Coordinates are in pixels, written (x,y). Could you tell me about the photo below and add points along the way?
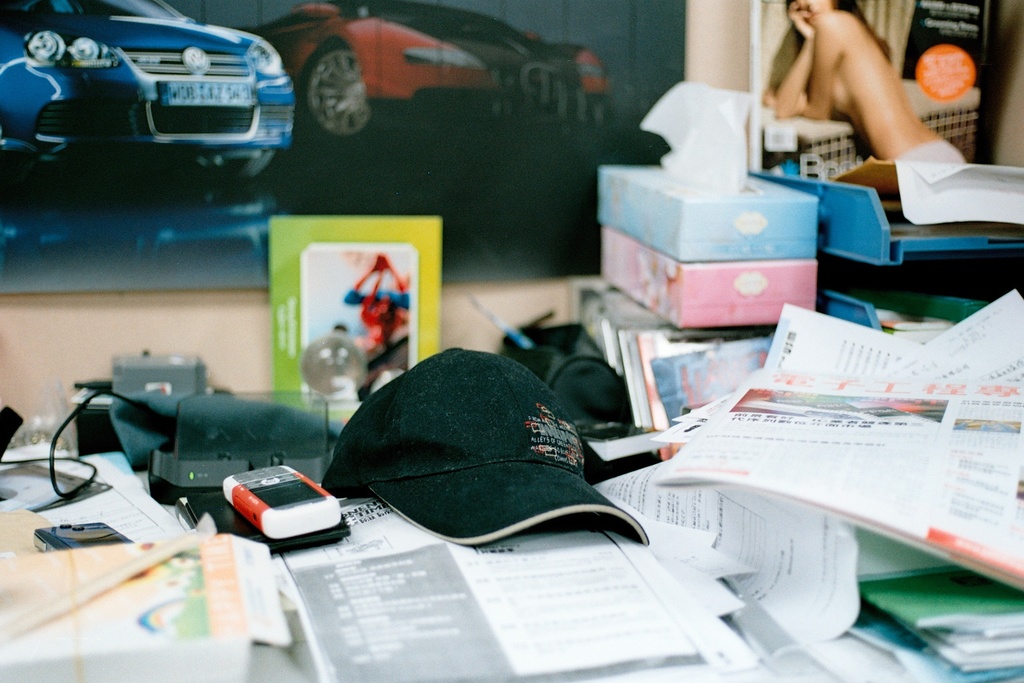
In this image, I can see the papers (702,506), books (674,388), cap (542,466), mobile phones (231,494), tissue paper boxes (687,324) and few other objects (146,390) placed here. This looks like a poster (359,68), which is attached to the wall (743,56). I think this is a magazine (905,155), which is kept on the rack (891,245).
